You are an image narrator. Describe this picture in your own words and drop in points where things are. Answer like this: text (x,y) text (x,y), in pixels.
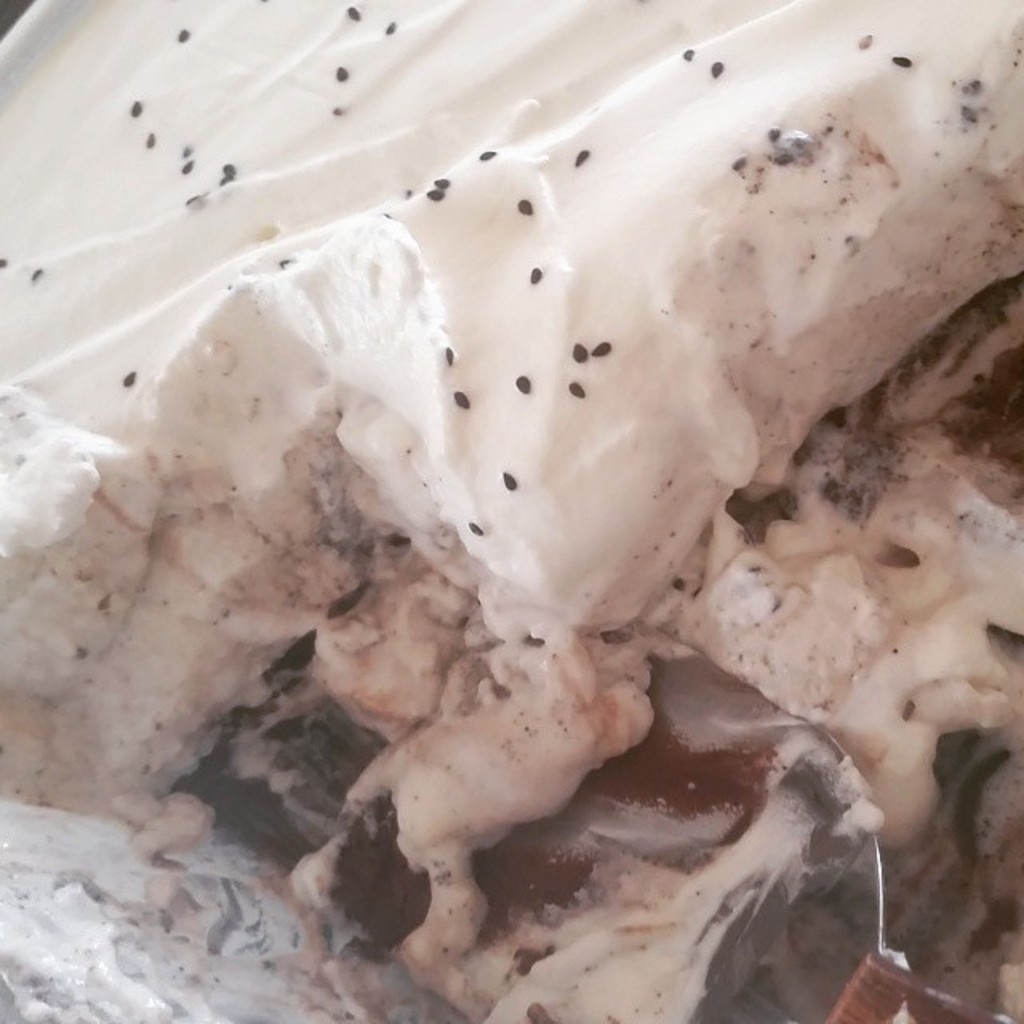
There is a food item (412,353) with white cream (374,506), chocolate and sesame seeds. Also there is spoon (863,888).
